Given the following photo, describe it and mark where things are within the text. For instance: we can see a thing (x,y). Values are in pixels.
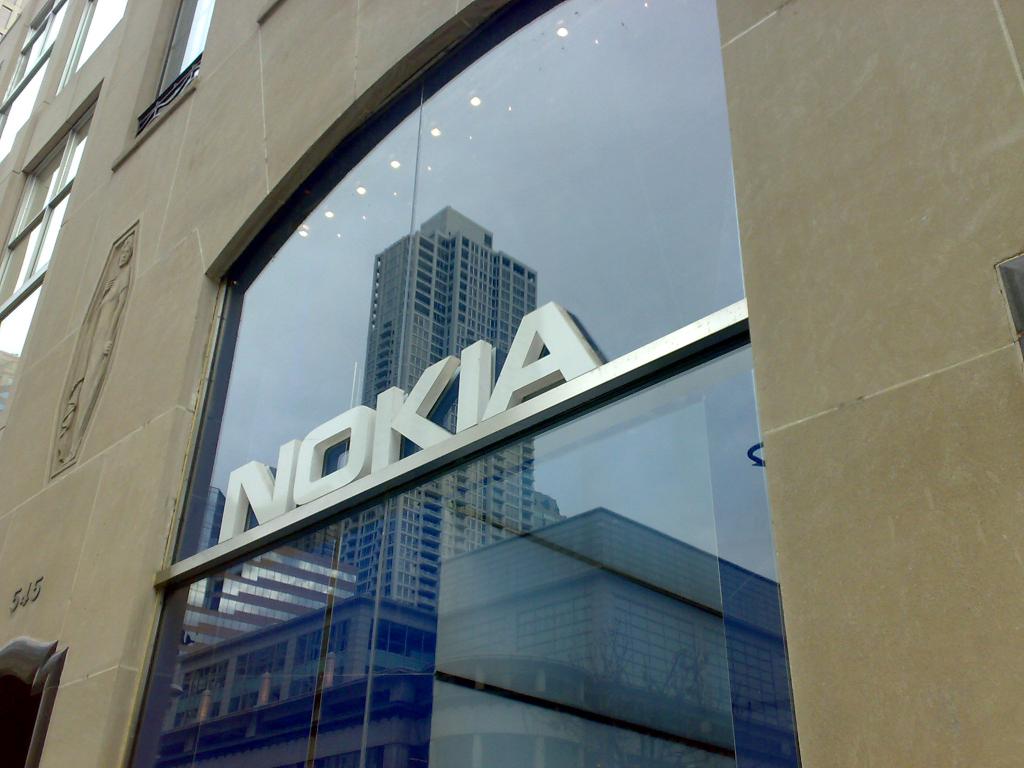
In this image in the center (640,511) there is a building (315,545) and there are some windows (340,297), in the center (547,354) there is some text (273,515) and through the window (669,700) we could see some buildings (338,641).
